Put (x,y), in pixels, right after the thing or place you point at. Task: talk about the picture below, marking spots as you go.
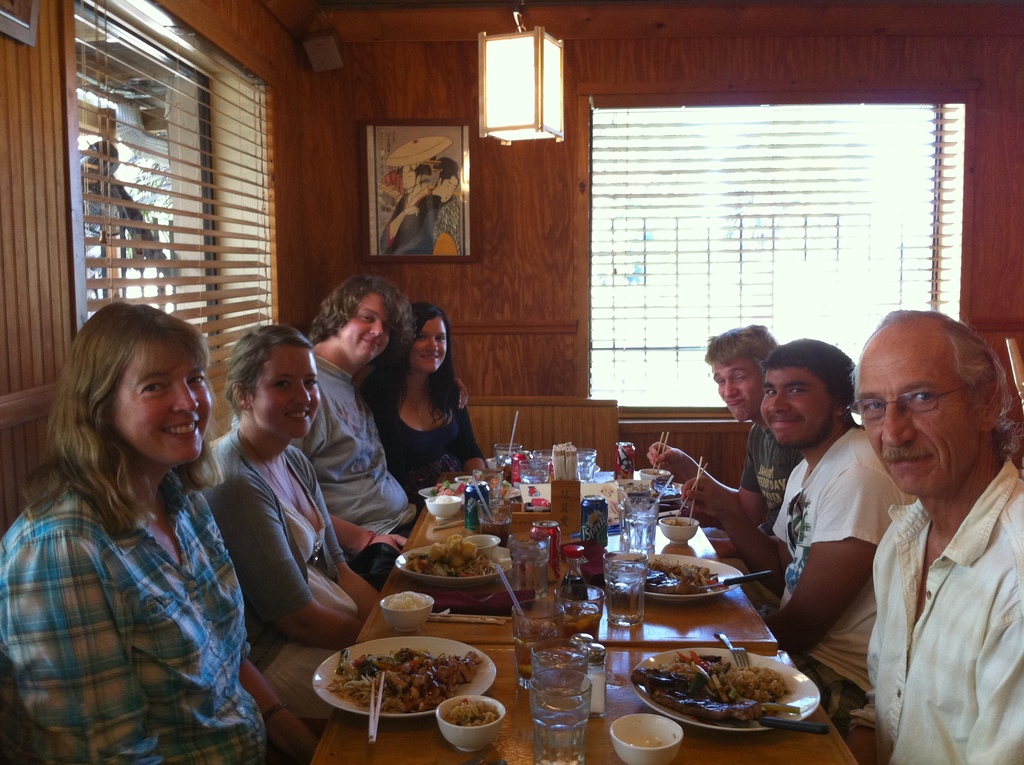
In the left corner (270,416) we can see four peoples (271,519) were sitting on the chair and they were laughing. Coming to the right side (813,459) we can see three more persons (824,479) were sitting and they are also laughing. And in between them there is a table (635,645) on table (554,547) it contains food items (684,591). Coming to the background (660,163) we can see the window (746,192) and photo frames (432,242).
